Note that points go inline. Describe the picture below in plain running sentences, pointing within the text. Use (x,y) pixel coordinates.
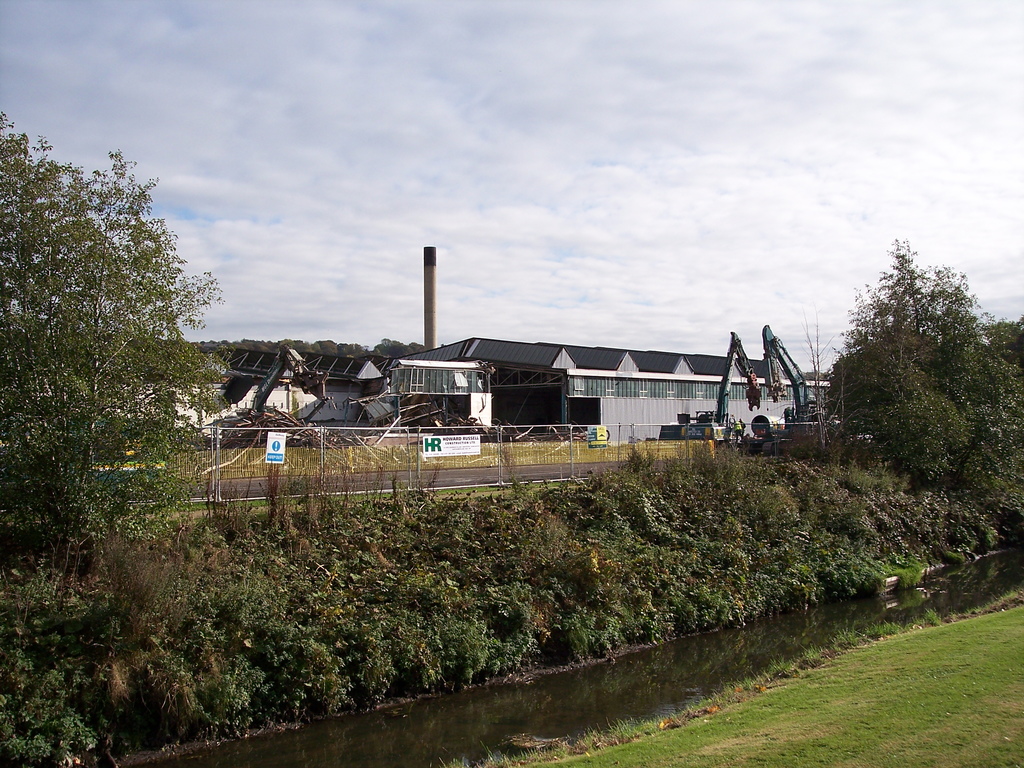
Here in the front (871,579) we can see plants (926,479) and trees (910,442) present all over the place and we can see some part of ground (852,670) is covered with grass (883,762) over there and behind that we can see buildings (508,394) and sheds (601,363) present and we can see cranes (678,427) present over there and we can see a tower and we can see clouds (635,225) in sky (635,225) present all over there.
